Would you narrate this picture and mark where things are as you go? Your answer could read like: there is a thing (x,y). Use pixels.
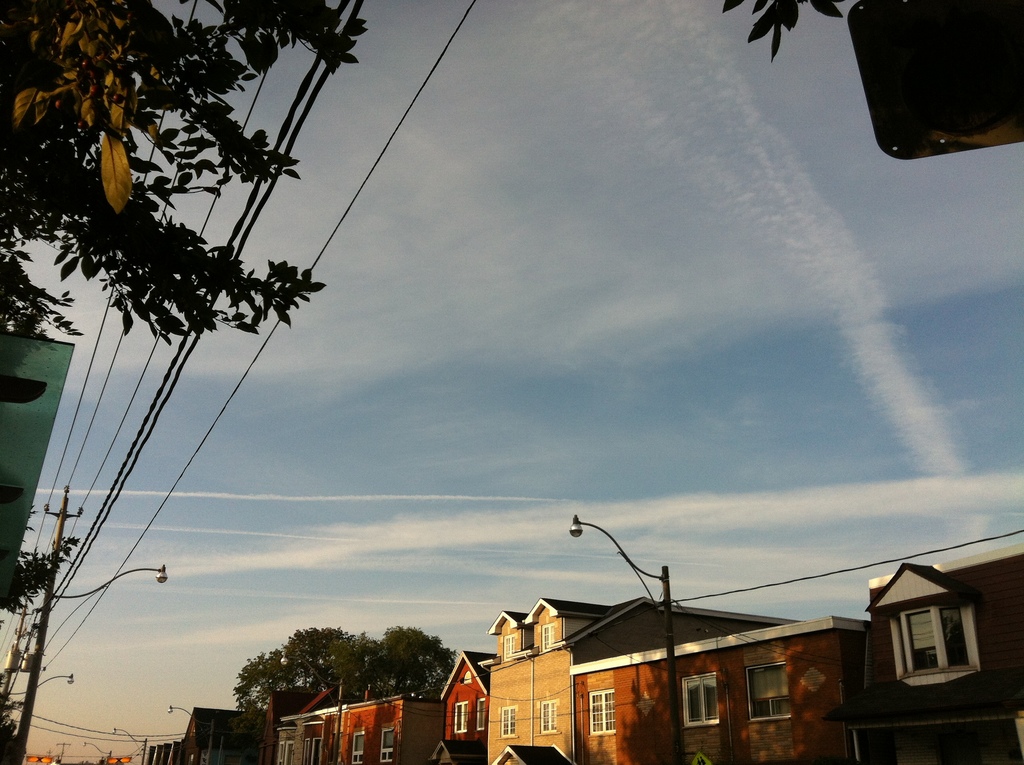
In this image I can see buildings (354,703), trees (255,680), poles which has wires (65,579) and street lights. In the background (569,287) I can see the sky (569,287).
